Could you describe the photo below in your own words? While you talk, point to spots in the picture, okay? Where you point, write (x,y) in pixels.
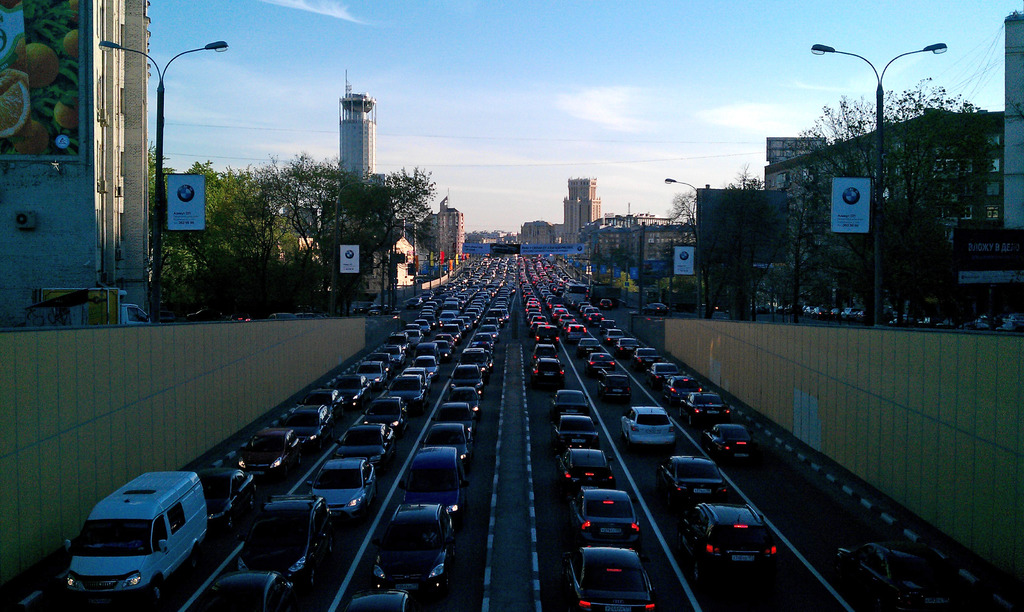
In this picture I can see many vehicles (442,438) in the middle (469,389), there are trees (273,273), boards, buildings (310,244) and street lamps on either side of this image. At the top (617,180) I can see the sky (471,194).
